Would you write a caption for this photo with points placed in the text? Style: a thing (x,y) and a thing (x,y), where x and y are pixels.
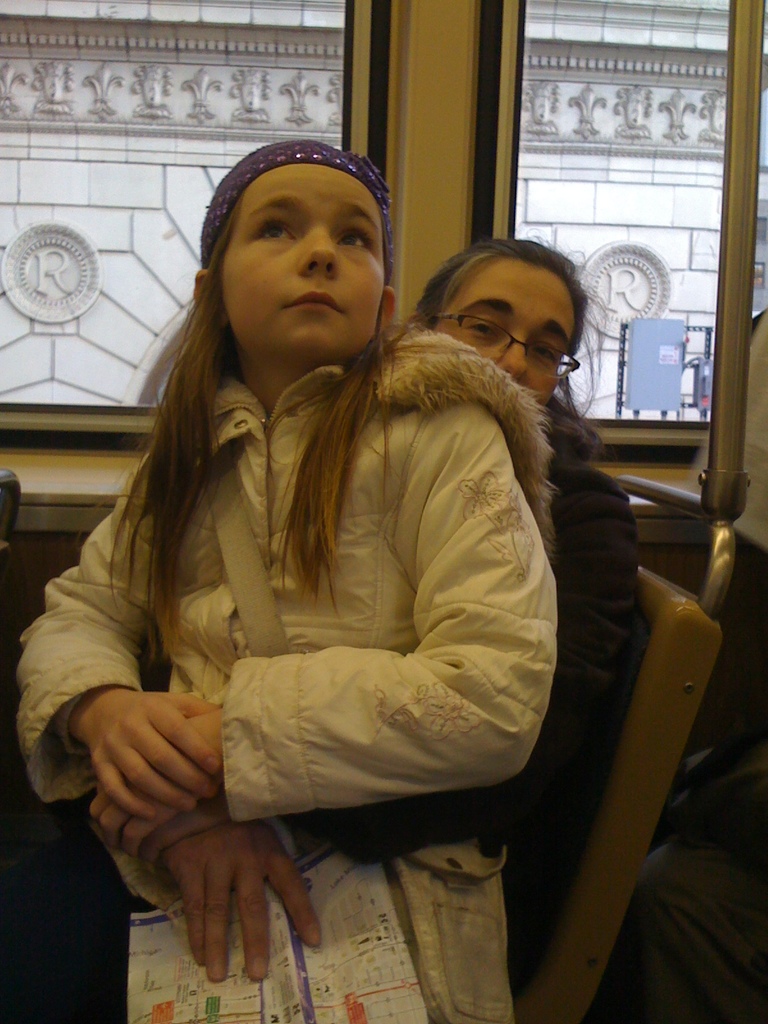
In the image in the center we can see one woman (566,745) sitting on the bench (668,680). And she is holding paper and one kid (344,740). In the background (7,278) there is a wall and glass window (48,177). Through glass window (82,120), we can see one building (120,128) and sign board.
